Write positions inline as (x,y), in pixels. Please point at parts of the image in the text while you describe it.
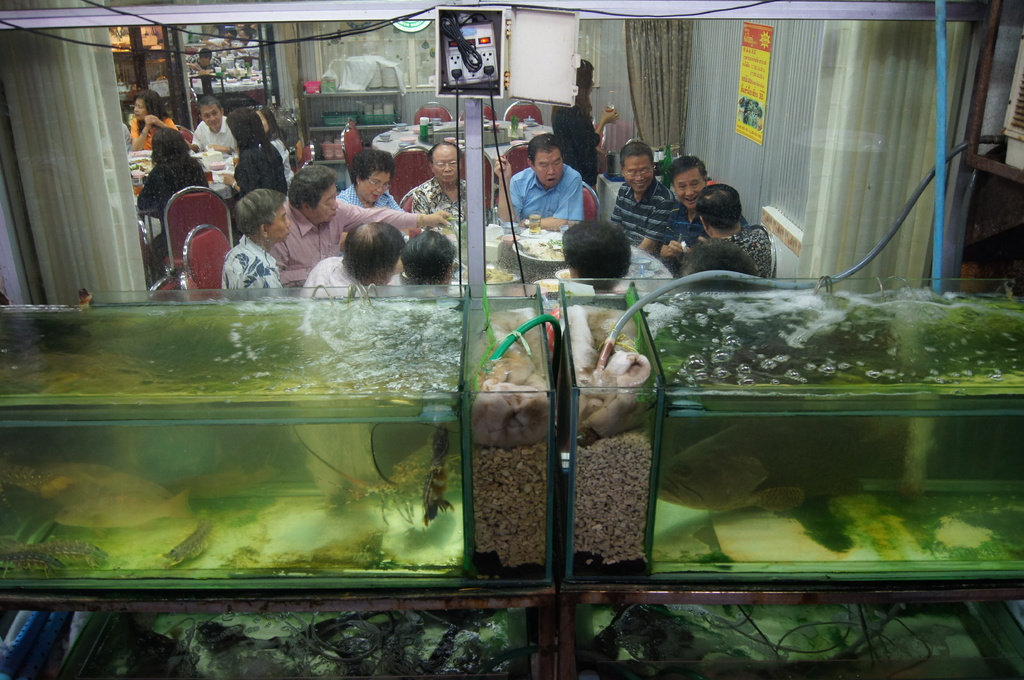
In this image I can see people (362,267) sitting on chairs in front of tables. On the tables (510,251) I can see food items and some other objects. Here I can see aquariums (410,449). In the aquariums (231,466) I can see fishes (160,501), water (284,491) and some other objects (480,489).
